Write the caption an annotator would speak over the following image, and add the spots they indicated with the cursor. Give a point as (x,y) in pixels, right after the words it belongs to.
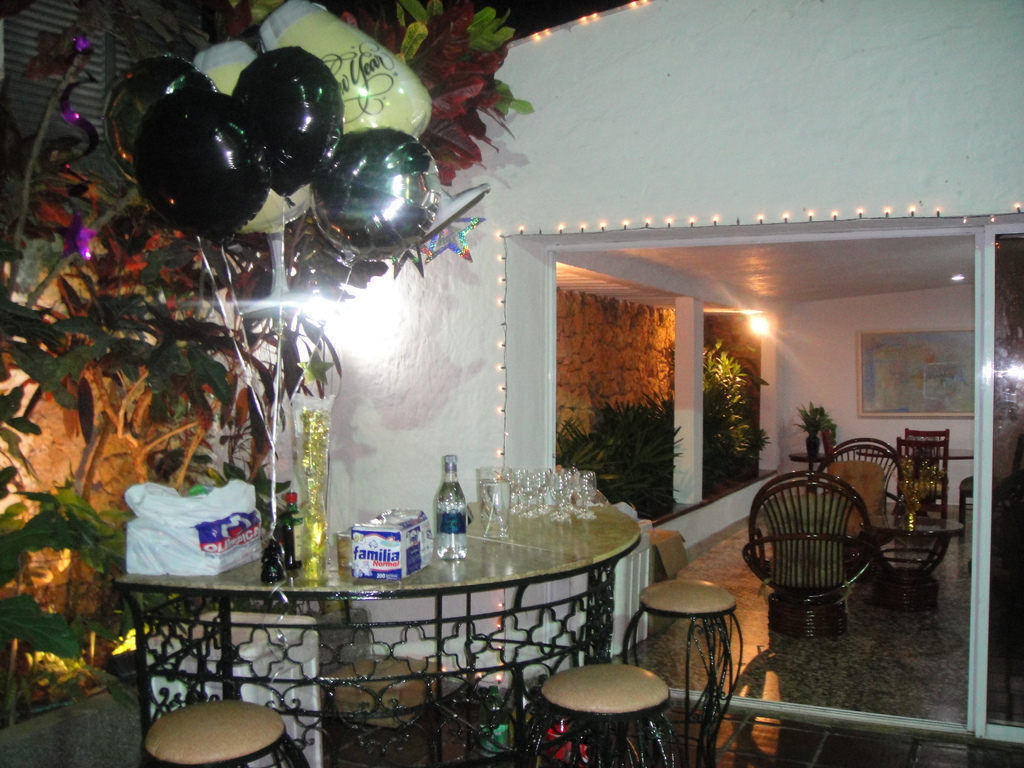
This image is taken outdoors. In the middle of the image (488,504) there is a table (479,520) with a few things (402,532) on it and there are three stools (621,723) on the floor (683,739). On the left side of the image (123,346) there are a few plants (106,311) and there are a few balloons (326,172). There is a text (359,77) on the balloon (389,83). On the right side of the image (783,209) there is a room (859,435) with a wall (458,300) and a door (823,711) and there are a few chairs (848,490) in the room (848,490) and there is a picture frame (876,399) on the wall (873,426). There is a pillar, a light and there are a few plants (653,413).
